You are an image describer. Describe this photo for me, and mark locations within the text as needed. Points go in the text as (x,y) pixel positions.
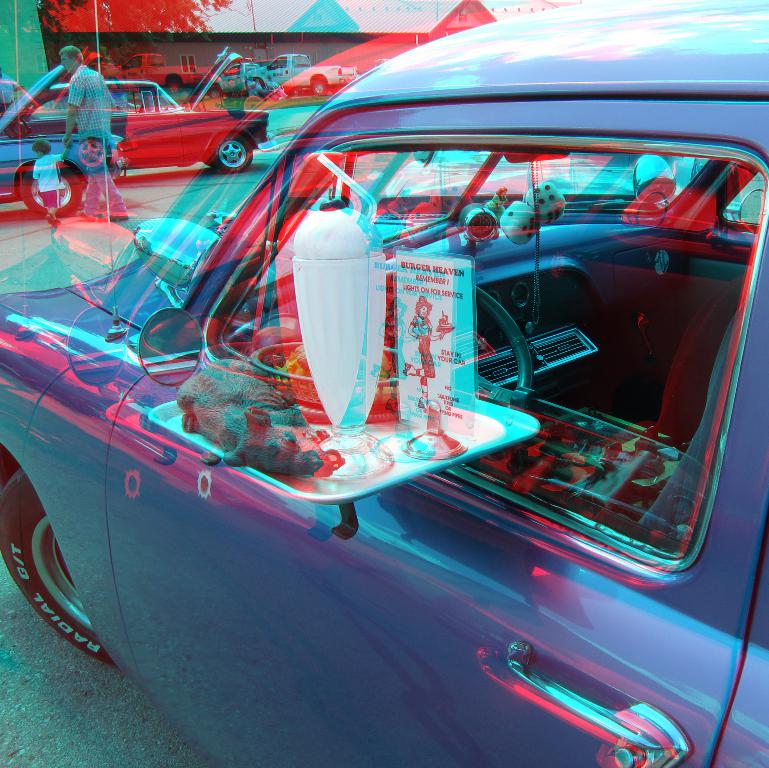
In this image we can see the side view of a car (551,457), in front of the car (258,289) there is a man (86,168) and a child (54,183) walking on the road (136,208), in front of the man (87,137) there are cars (194,103) and houses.
